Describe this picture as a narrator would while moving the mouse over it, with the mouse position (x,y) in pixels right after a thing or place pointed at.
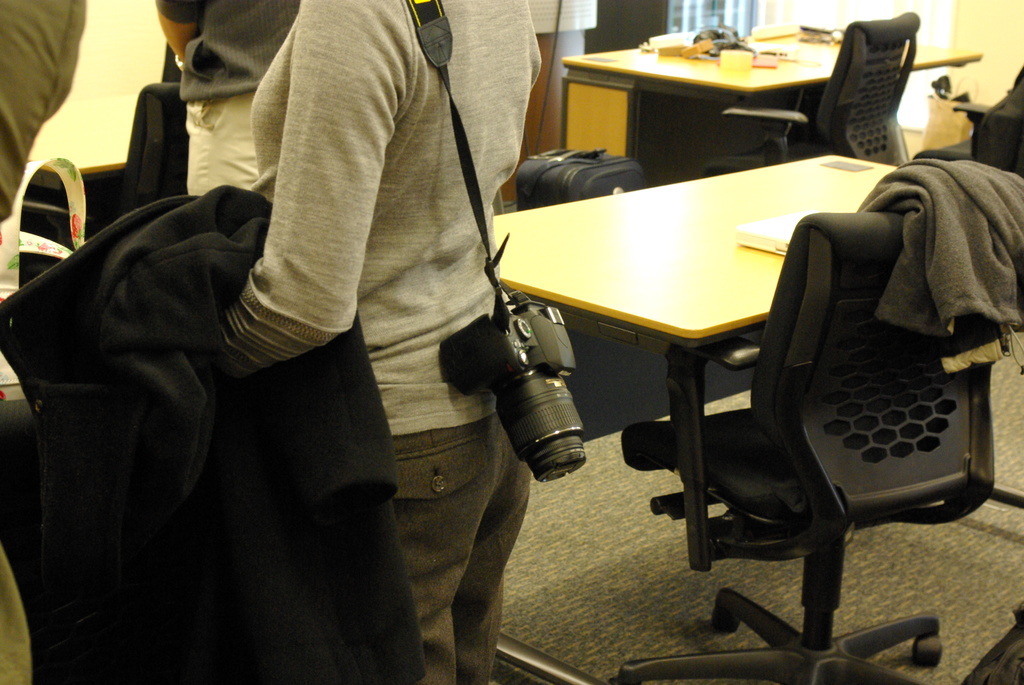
We can able to see chairs (864,157), table (776,79), jacket (938,240), luggage (629,169) and camera (525,342). This person (500,37) is holding a jacket (108,396) and worn camera (510,344). On this table (678,65) there are things (728,67).
